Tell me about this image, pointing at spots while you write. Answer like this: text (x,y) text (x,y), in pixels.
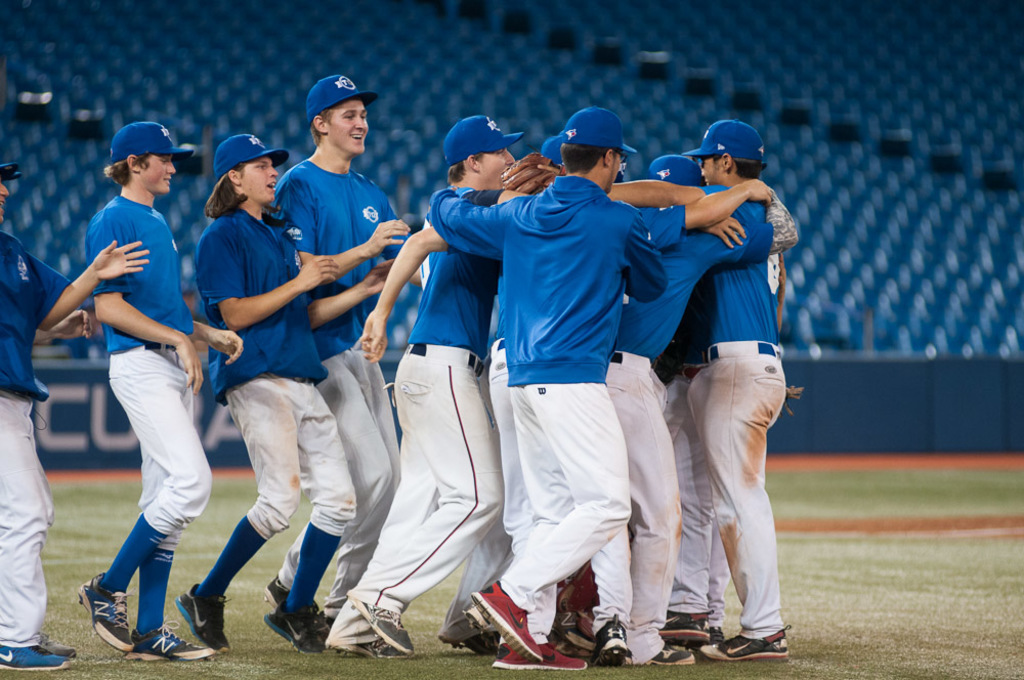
In this image there are people (609,295) standing on the grass (859,558). Behind them there is a banner (46,370) with some text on it. In the background of the image (689,11) there are chairs (690,124).
